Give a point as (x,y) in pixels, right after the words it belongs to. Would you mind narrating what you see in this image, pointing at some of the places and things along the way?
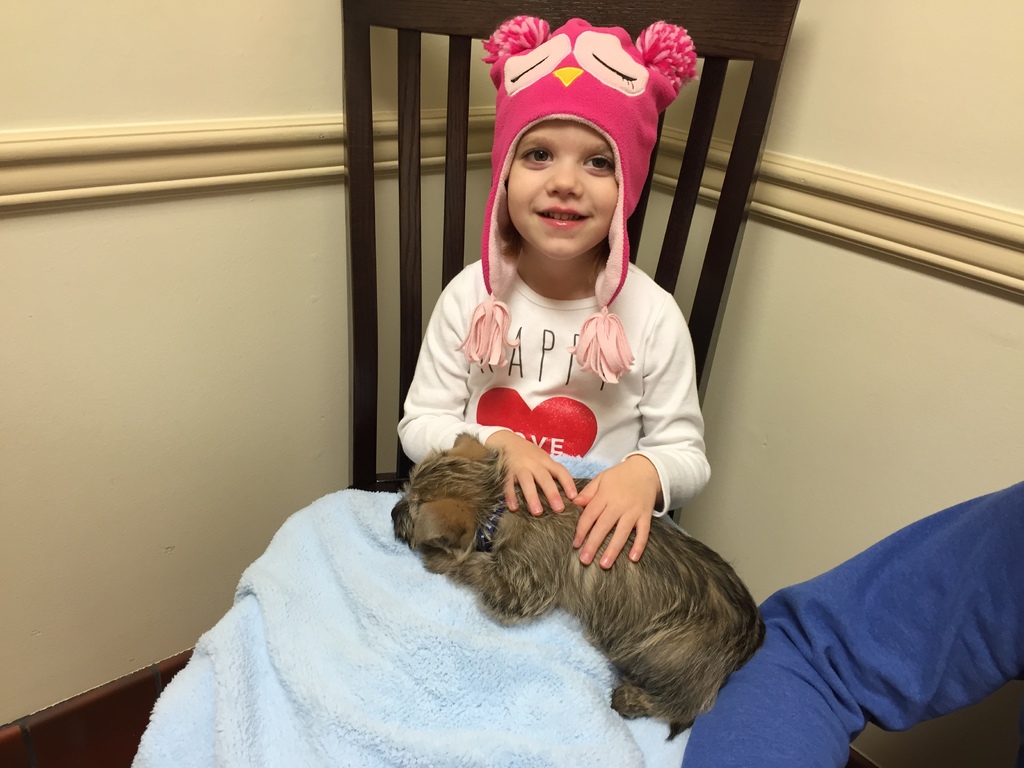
In this image there is a girl (554,355) sitting on the chair (359,393) and there is a dog (570,554) on her lap (518,544), beside the girl (612,548) we can see the hand (846,659) of a person (854,662). In the background (880,105) there is a wall (198,318).
